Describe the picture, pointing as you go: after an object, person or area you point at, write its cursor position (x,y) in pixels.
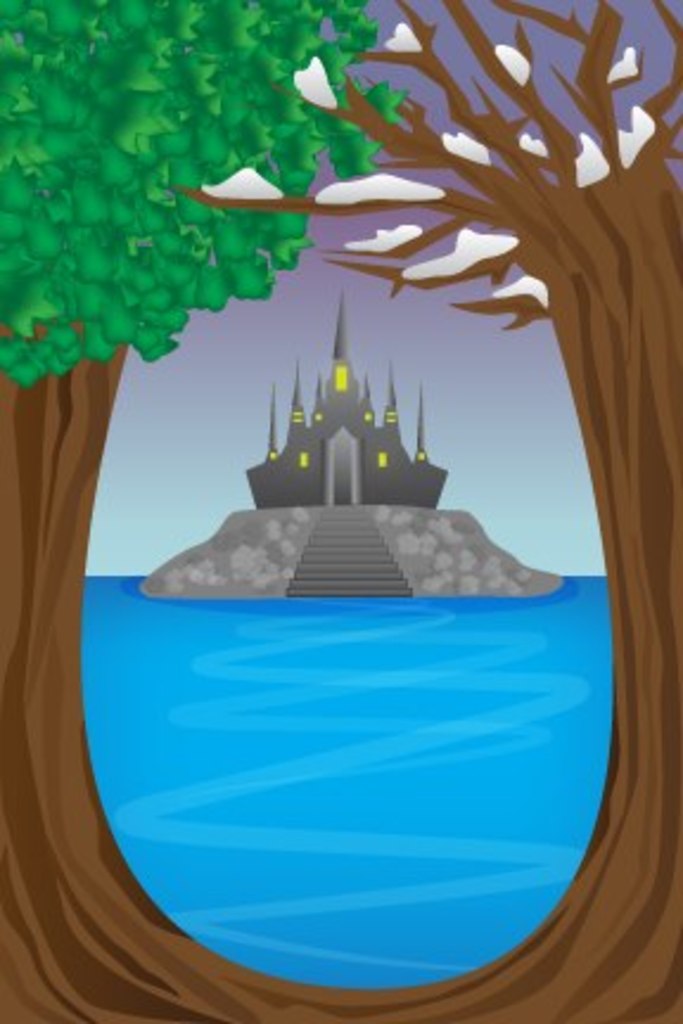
This is a drawing of trees (15,191) and water (368,750). On the water (429,812) there is a rock (245,532) with a building (281,479) and steps (344,552). In the background (398,358) there is sky (187,354).
